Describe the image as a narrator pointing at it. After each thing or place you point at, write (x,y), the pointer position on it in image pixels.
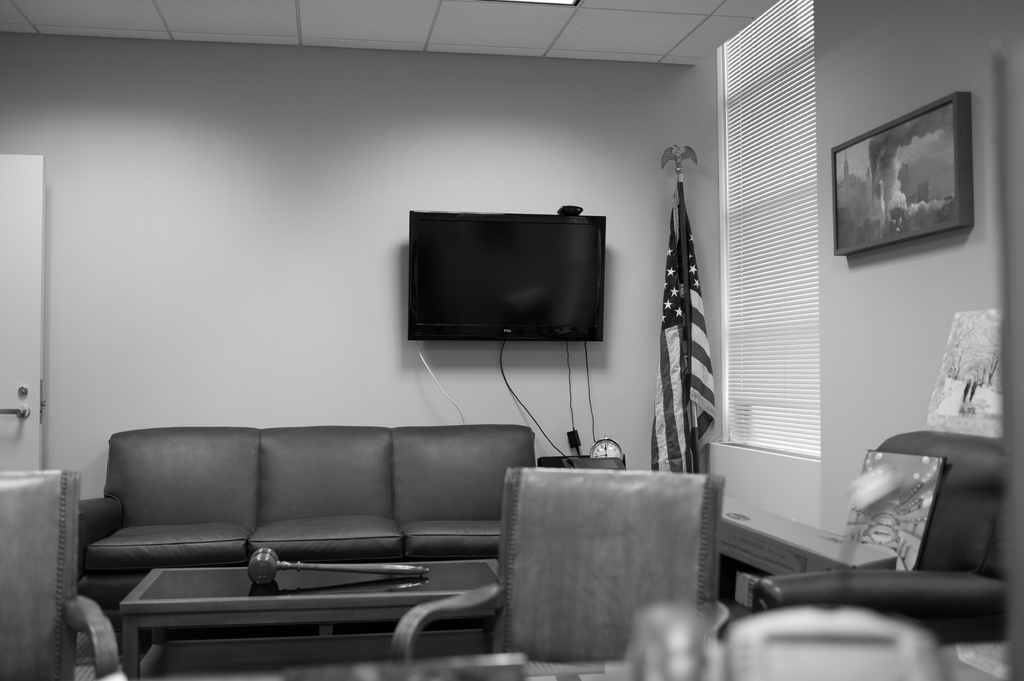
This picture describes about interior of the room (445,510) in this we can see chair (523,525), sofa (450,491), table (354,606), television (499,316), wall frame (891,138) and a flag (694,337).
